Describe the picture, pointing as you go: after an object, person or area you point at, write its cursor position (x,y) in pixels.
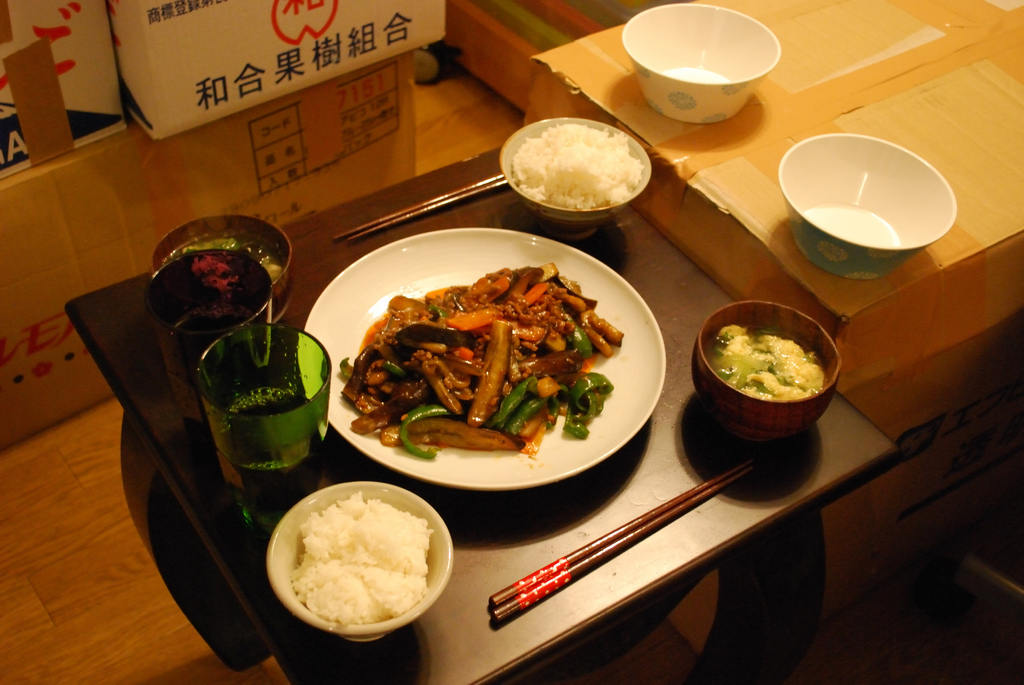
There is table (518,229) with black color. On the table (862,448) there are two glasses (285,388) with green and maroon color. And in the middle (419,270) there is a white color plate (436,260) with some food item (519,373) on it. And to the right of the table (870,462) there are two bowls (615,207). And we can see top and bottom of the table (584,517) there are two chopsticks (591,543). And to the right side (931,199) there is a cardboard box (626,106) with two bowls (816,159) on it. And to the left side (188,60) corner there are three cardboard boxes (100,124).
